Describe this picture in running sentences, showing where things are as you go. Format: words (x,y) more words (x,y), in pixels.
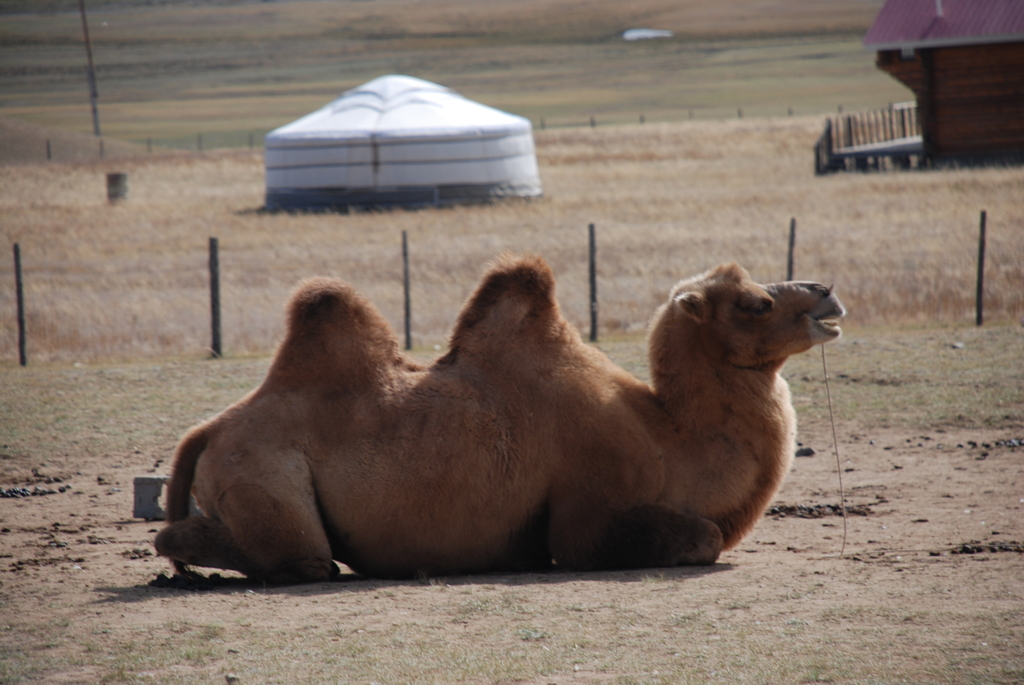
In the center of the image (562,423) we can see camel (663,465). On the ground (407,668) we can see tent (450,151), house (869,156), grass (730,244), plants (33,284), fencing (20,287) and pole (92,75).
